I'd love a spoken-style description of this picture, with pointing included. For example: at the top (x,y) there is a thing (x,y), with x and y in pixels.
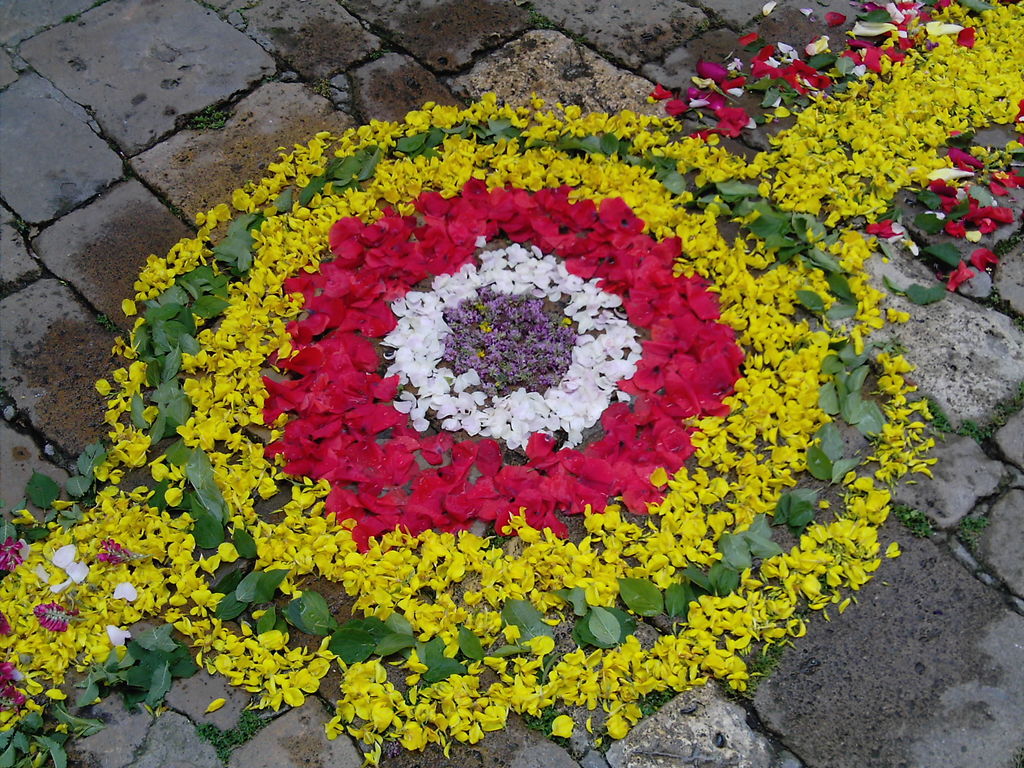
In the picture I can see few flowers (500,530) which are in different colors are placed on the ground (659,517).
